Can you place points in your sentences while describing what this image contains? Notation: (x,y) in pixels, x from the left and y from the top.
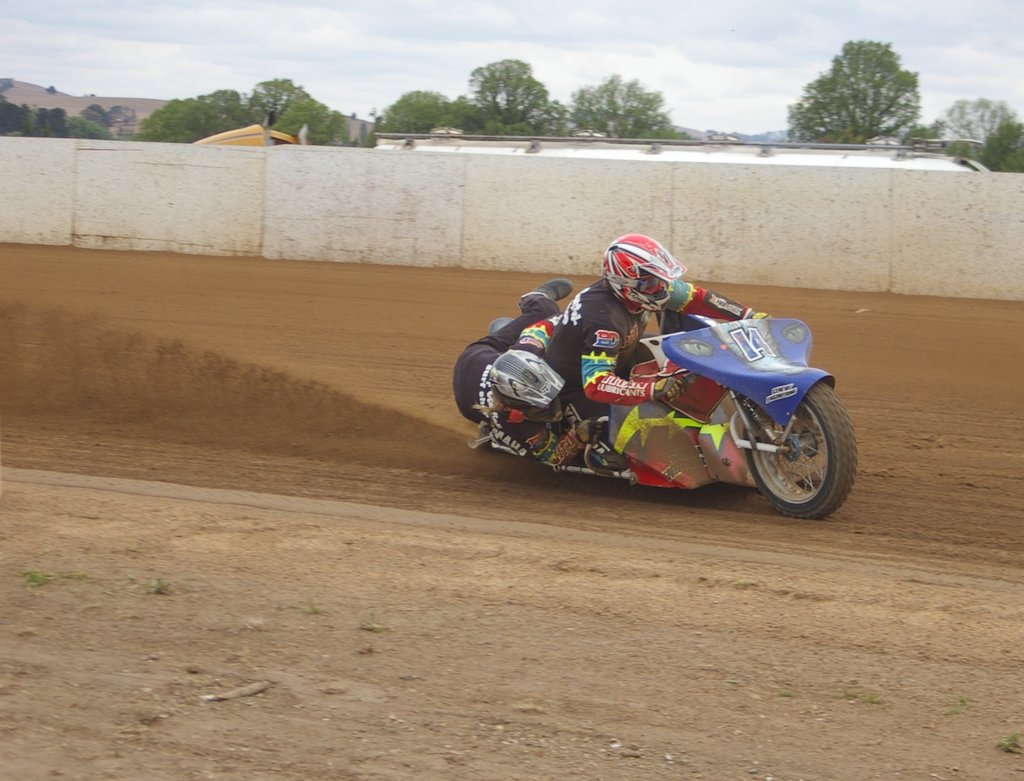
In this image, we can see a person (602,363) riding bike (677,435) and in the background (282,191), there is a wall (661,178) and we can see a shed (392,133) and some trees (524,124). At the bottom (336,540), there is ground (408,590).
